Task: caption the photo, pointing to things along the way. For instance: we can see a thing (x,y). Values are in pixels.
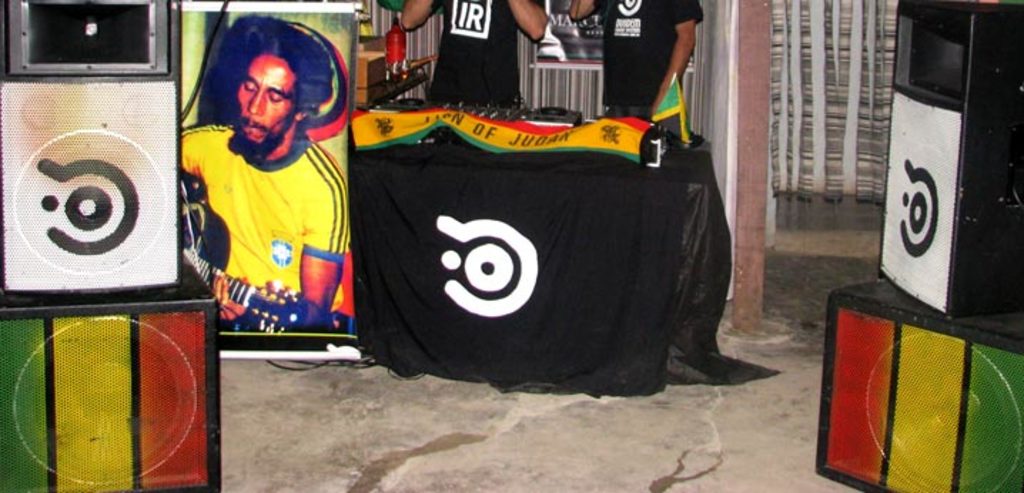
There are two persons (627,53). Here we can see a table (584,254). On the table (553,206) there is a cloth (609,211) and a banner (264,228). There are speakers (911,342).
